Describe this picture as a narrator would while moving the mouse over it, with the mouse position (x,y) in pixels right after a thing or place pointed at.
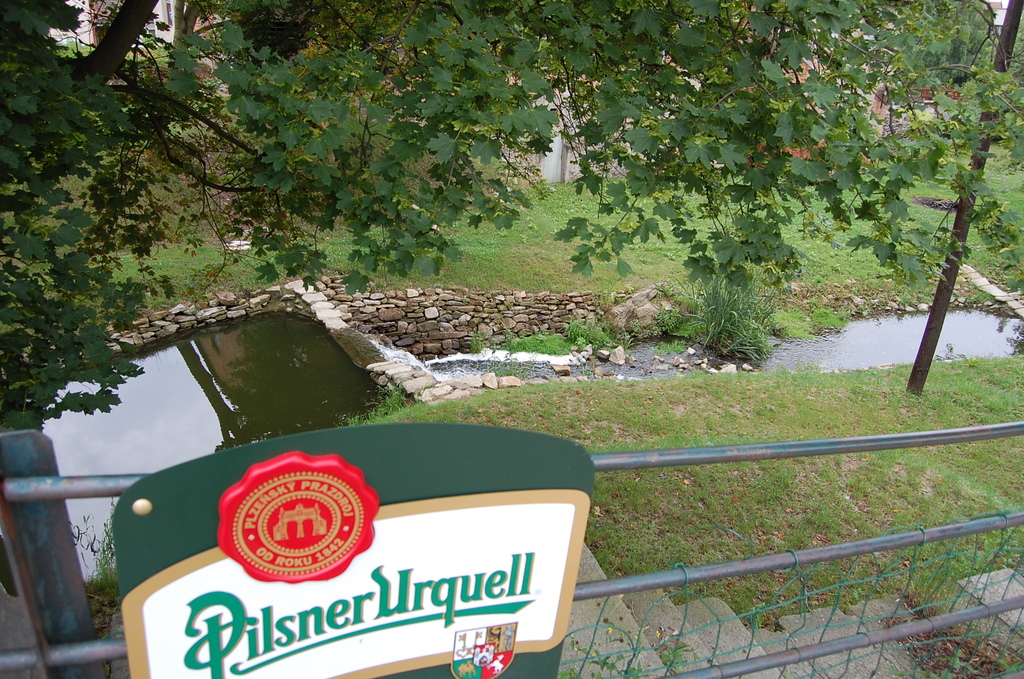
In this image there is a small pond (268,399), water (478,356), few stones (521,335), a sign board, a fence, a building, there are trees (301,93), grass (952,399) and a pole (934,342).
